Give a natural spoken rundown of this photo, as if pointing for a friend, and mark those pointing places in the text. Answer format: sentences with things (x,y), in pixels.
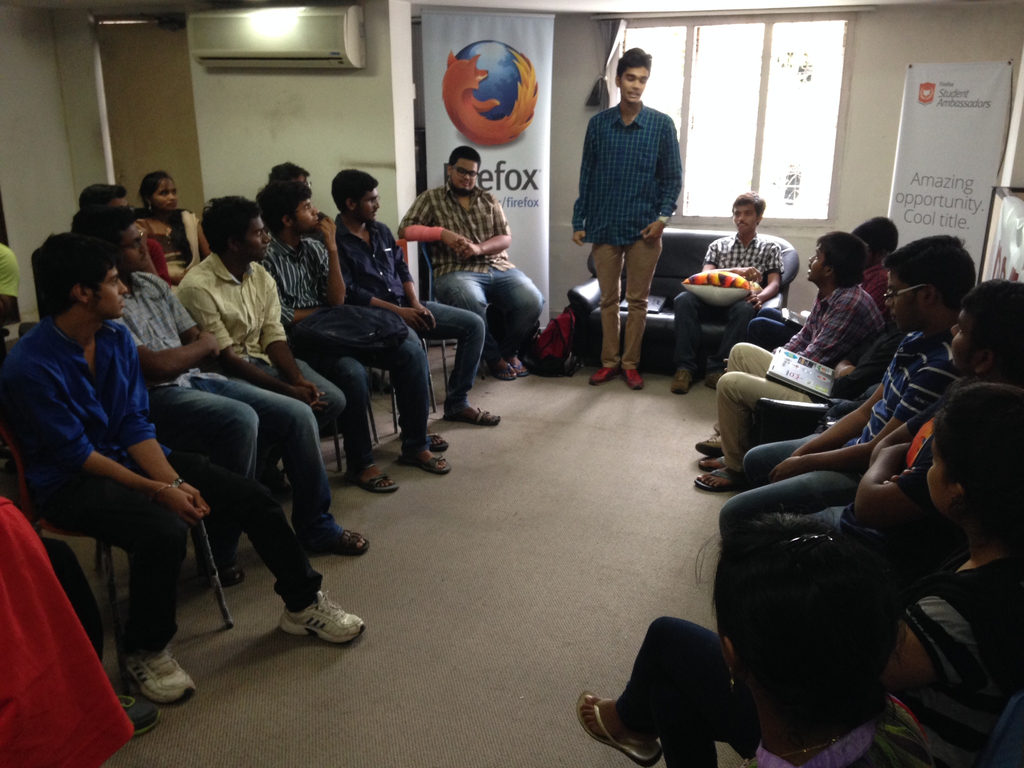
In this picture there is a group of boys (273,429) sitting on the chairs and listening. In the front side (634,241) there is a boy (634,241) wearing blue color shirt (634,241) delivering a speech. In the background (520,209) we can see a white color rolling banner (527,128) and big window (724,141). On the left side (296,137) there is a white wall (296,81) and a Ac unit (215,52) on the top (207,39).
